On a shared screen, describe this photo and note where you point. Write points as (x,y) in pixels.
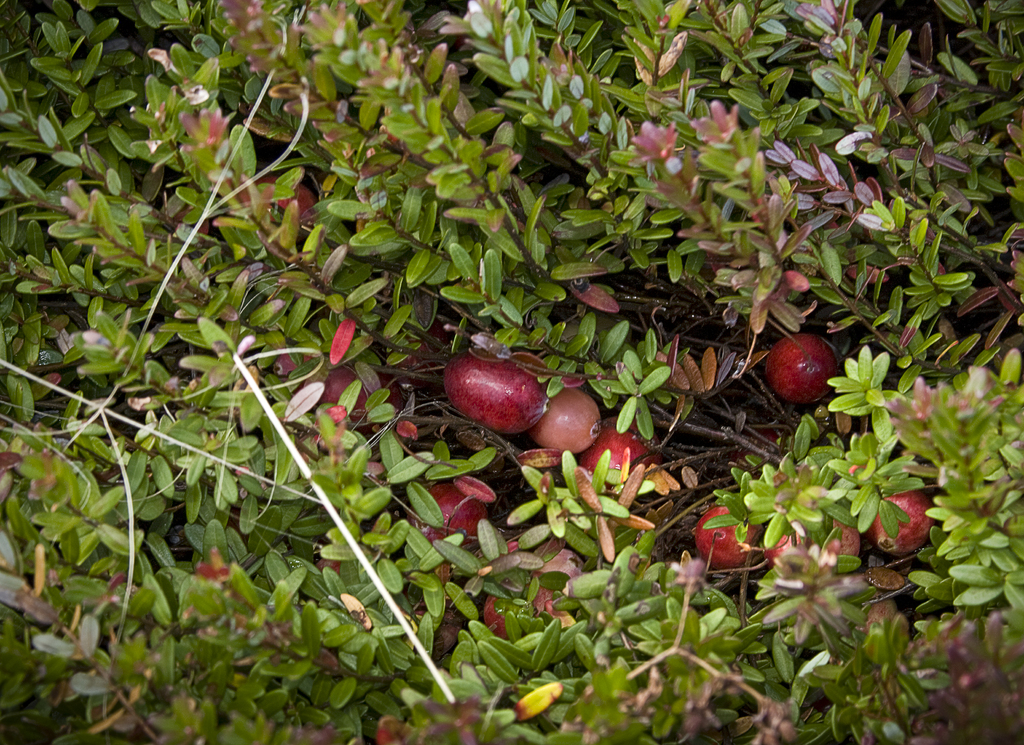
In this image I can see many fruits (493,421) to the plant (404,320). The fruits (523,406) are in red color and the plant (535,683) is in green color.
